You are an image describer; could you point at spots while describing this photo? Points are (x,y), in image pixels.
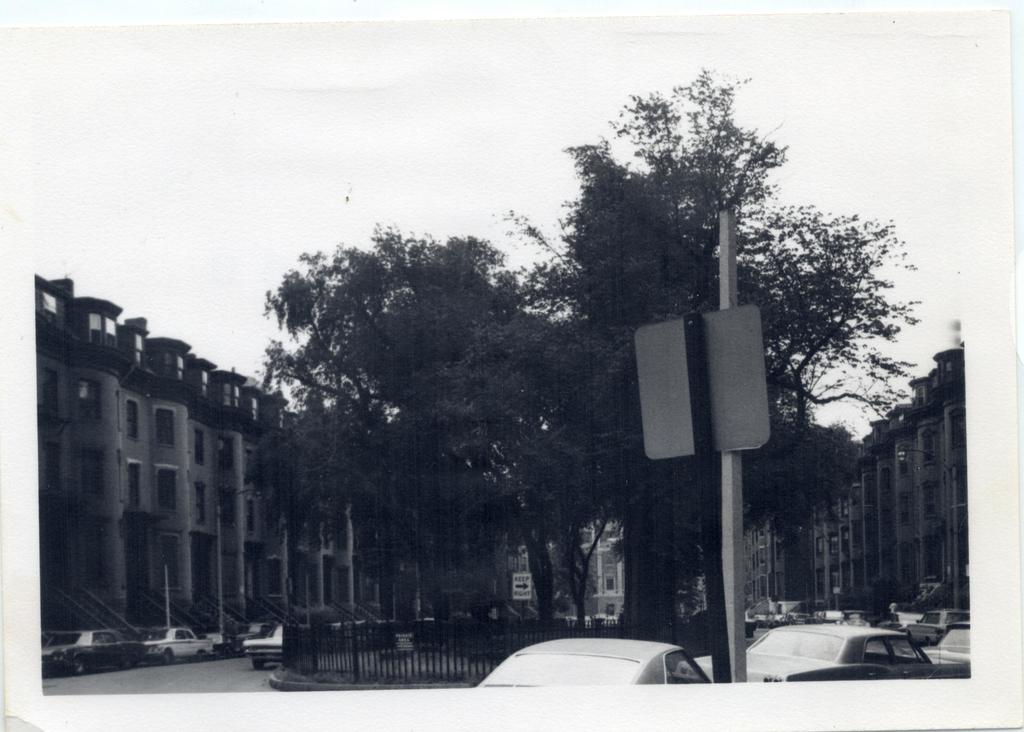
In this image, we can see a photo of a picture (854,245). There are buildings (613,533) and trees (500,429) in the middle of the image (410,414). There are cars (851,644) on the road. There is a pole (721,291) in the bottom right of the image (737,496). In the background of the image (274,250), there is a sky (670,101).
